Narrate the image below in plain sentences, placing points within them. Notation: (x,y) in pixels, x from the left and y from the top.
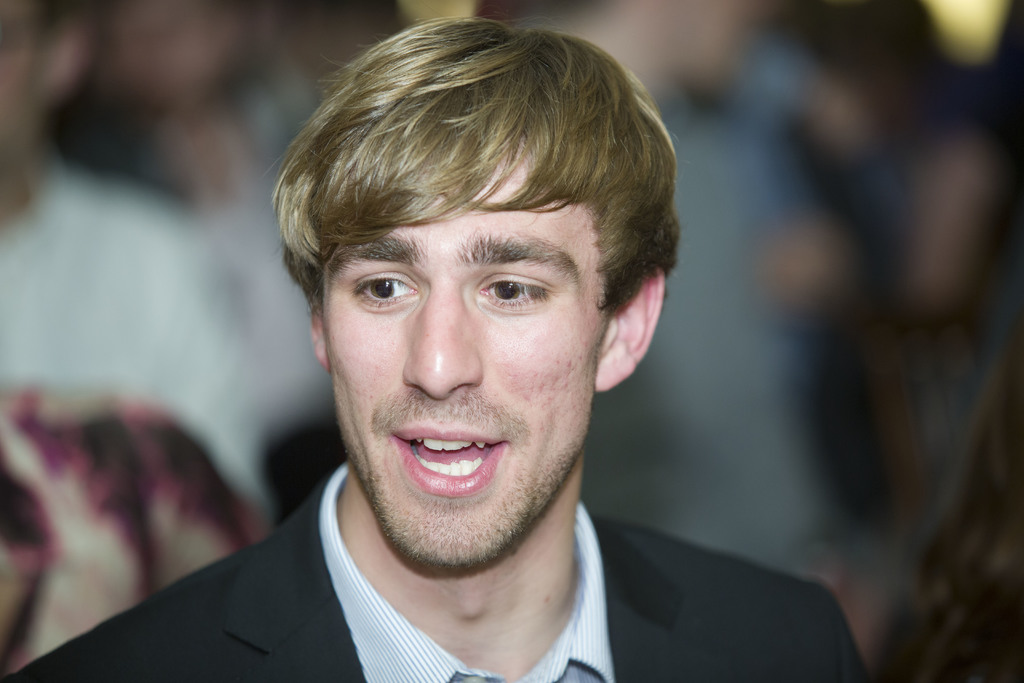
In the picture we can see a man (552,575) standing and he is smiling, wearing a black color blazer (639,554), in the background (39,514) we can see some people (75,514).
